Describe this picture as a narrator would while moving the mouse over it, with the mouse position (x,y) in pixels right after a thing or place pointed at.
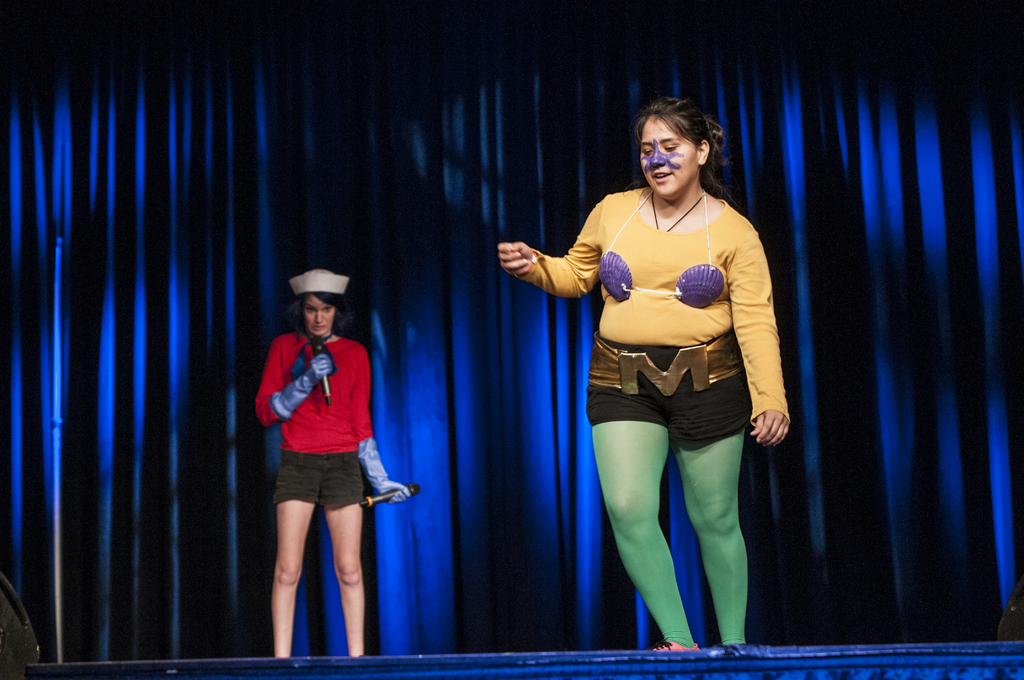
In this image we can see two persons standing on the stage (441,665). In that a woman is holding two mics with her hands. On the backside (413,525) we can see a curtain (215,266).
